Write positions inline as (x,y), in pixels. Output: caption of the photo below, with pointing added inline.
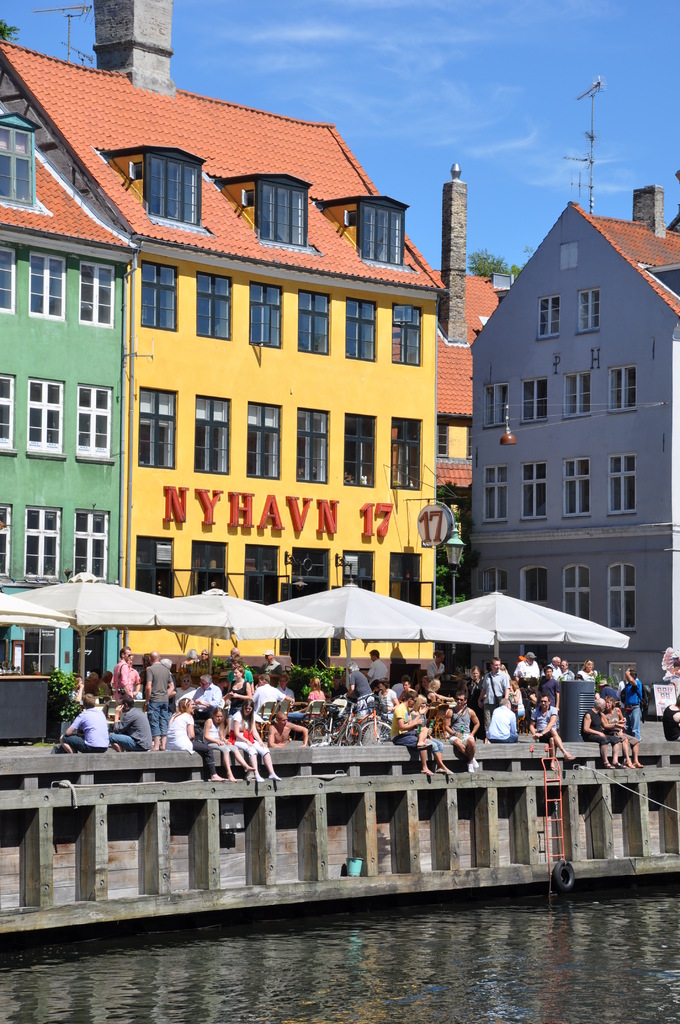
In this picture we can see the reflections (445,955) of a few objects (524,925) in the water (534,929). There is some wooden fencing (661,769) from left to right. We can see a ladder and a tube (564,872). We can see a few people (622,743) are sitting on a wooden object (491,774). There is a desk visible on the left side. We can see some numbers (431,529) on a board (443,525). There are a few glass objects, some text (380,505) and numbers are visible on a building (259,559). We can see a few buildings (350,315) on the right (663,307) and left side of the image (136,485). We can see a few trees (485,265) in the background (499,259). Sky (447,43) is blue in color.
